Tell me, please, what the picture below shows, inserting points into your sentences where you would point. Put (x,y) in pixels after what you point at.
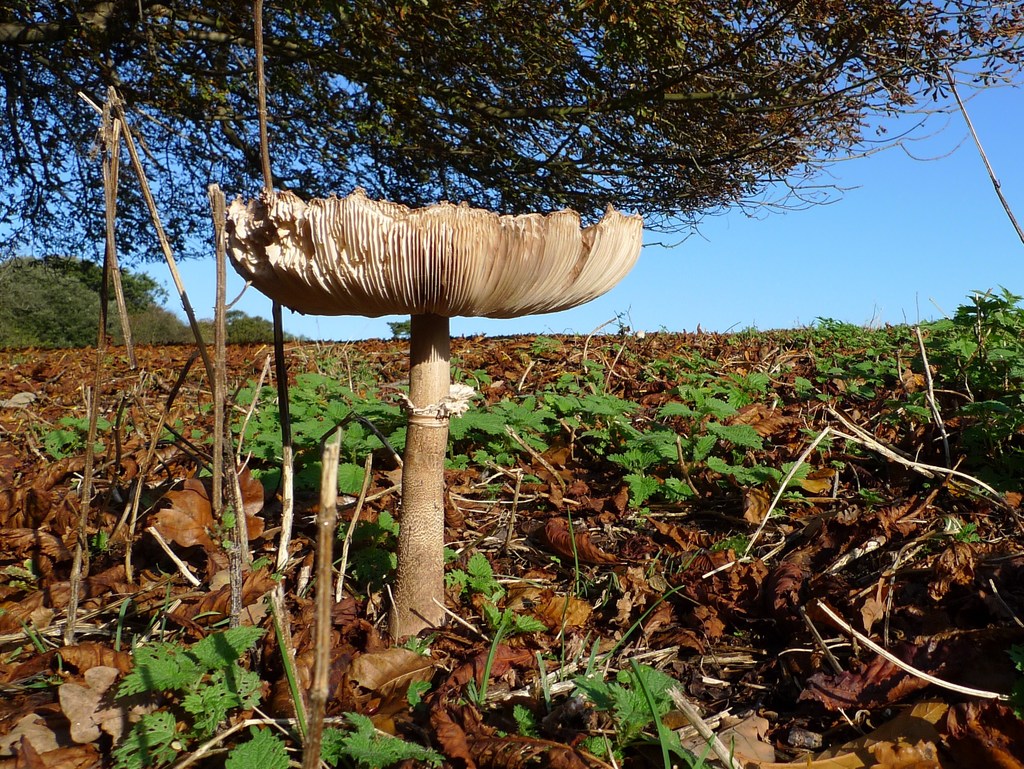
In this picture we can see a mushroom (446,317), few plants (369,443) and trees (131,316).
